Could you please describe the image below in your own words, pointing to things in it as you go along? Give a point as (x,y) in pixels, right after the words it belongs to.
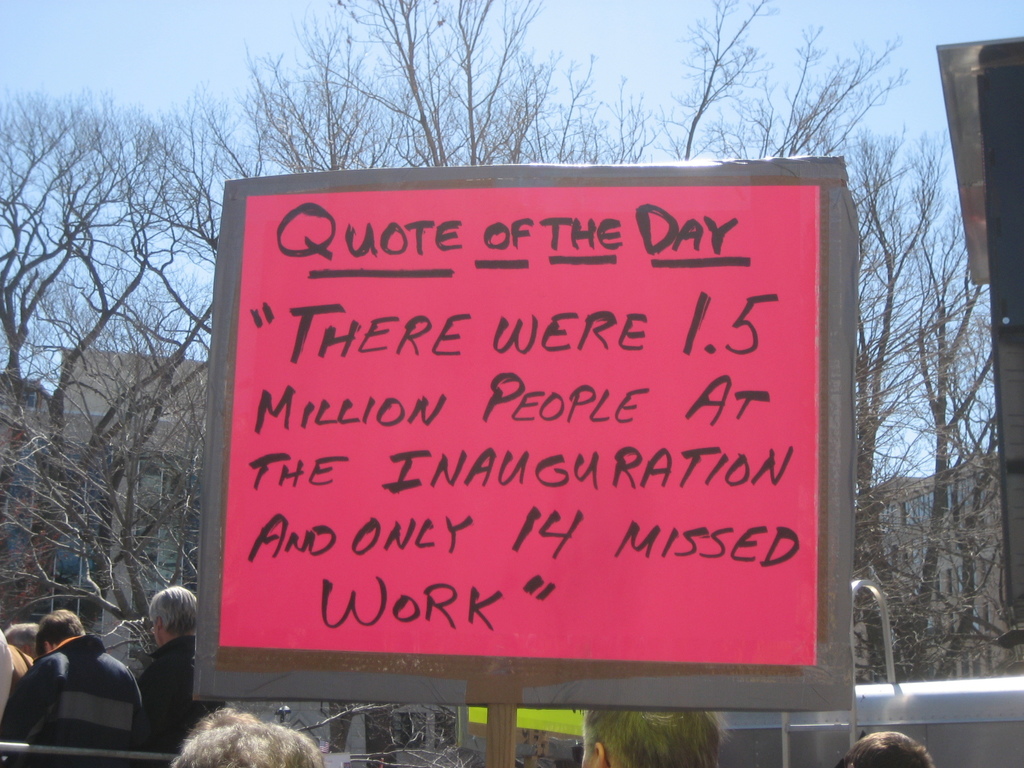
In the center of the image (596,306) there is a placard (359,475). At the bottom of the image (277,761) there are people (145,715). In the background of the image (124,371) there are trees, buildings (111,396) and sky (129,86).
